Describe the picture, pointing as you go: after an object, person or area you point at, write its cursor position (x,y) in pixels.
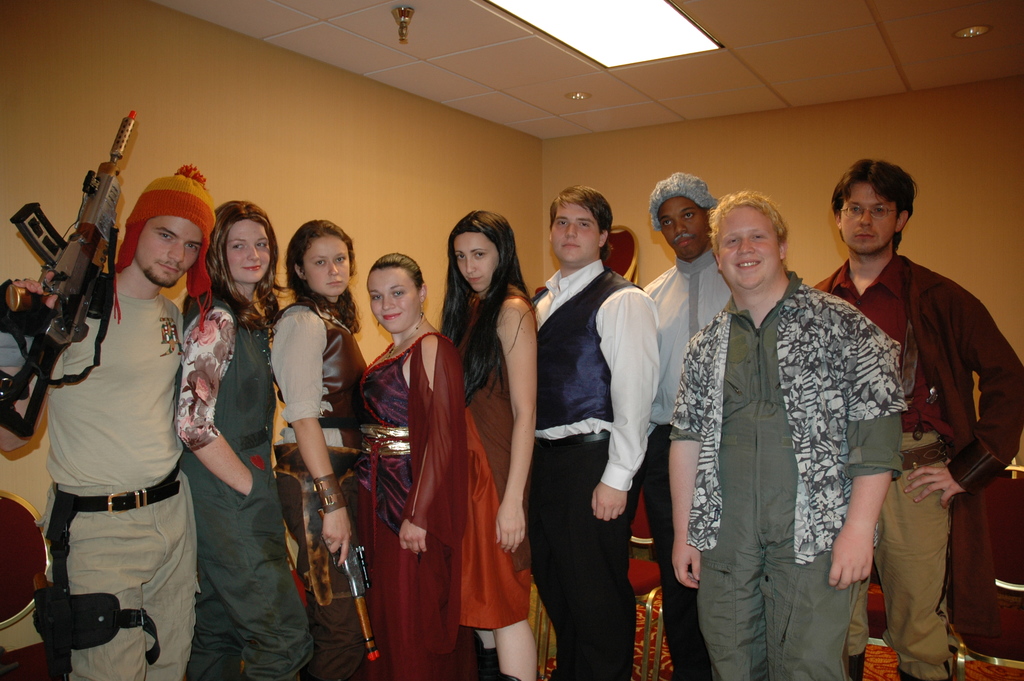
In the foreground of this picture (647,417), there are persons (491,433) standing and posing to the camera. In the background (617,140), there is a wall (339,176), ceiling (586,55), lights (549,33) and few chairs (1015,539).
